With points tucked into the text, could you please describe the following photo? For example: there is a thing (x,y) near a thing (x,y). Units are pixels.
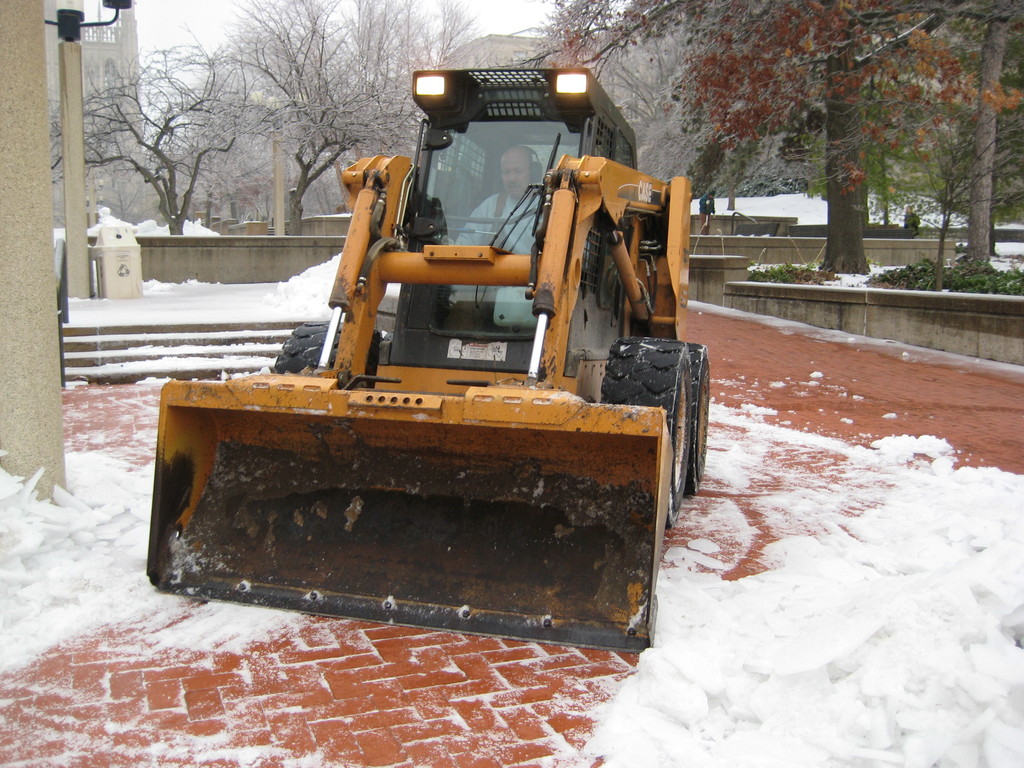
There is a man (490,200) inside a vehicle (484,187) and we can see snow (4,532). In the background (168,273) we can see wall (315,231), trees (676,12), plants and sky (140,37).
